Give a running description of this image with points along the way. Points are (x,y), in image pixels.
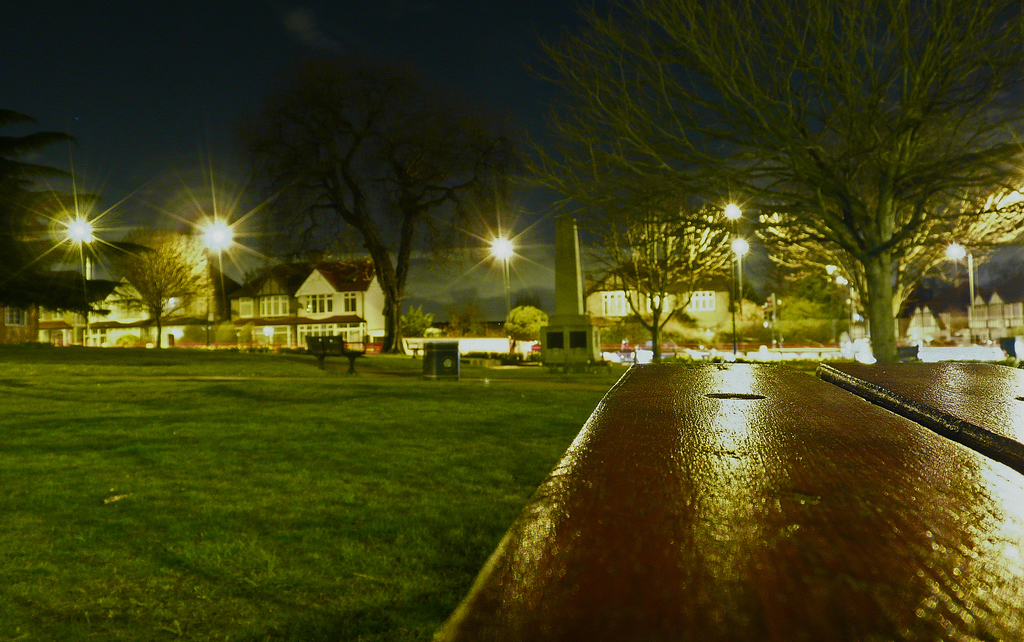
On the right side (743,413), we see the wooden benches (727,479) or tables (643,445). At the bottom (277,517), we see the grass (230,550). In the middle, we see a monument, chair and a bench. In the background (390,303), we see the buildings (377,298), trees (400,285) and street lights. At the top (380,22), we see the sky (146,120). This picture is clicked in the dark.
